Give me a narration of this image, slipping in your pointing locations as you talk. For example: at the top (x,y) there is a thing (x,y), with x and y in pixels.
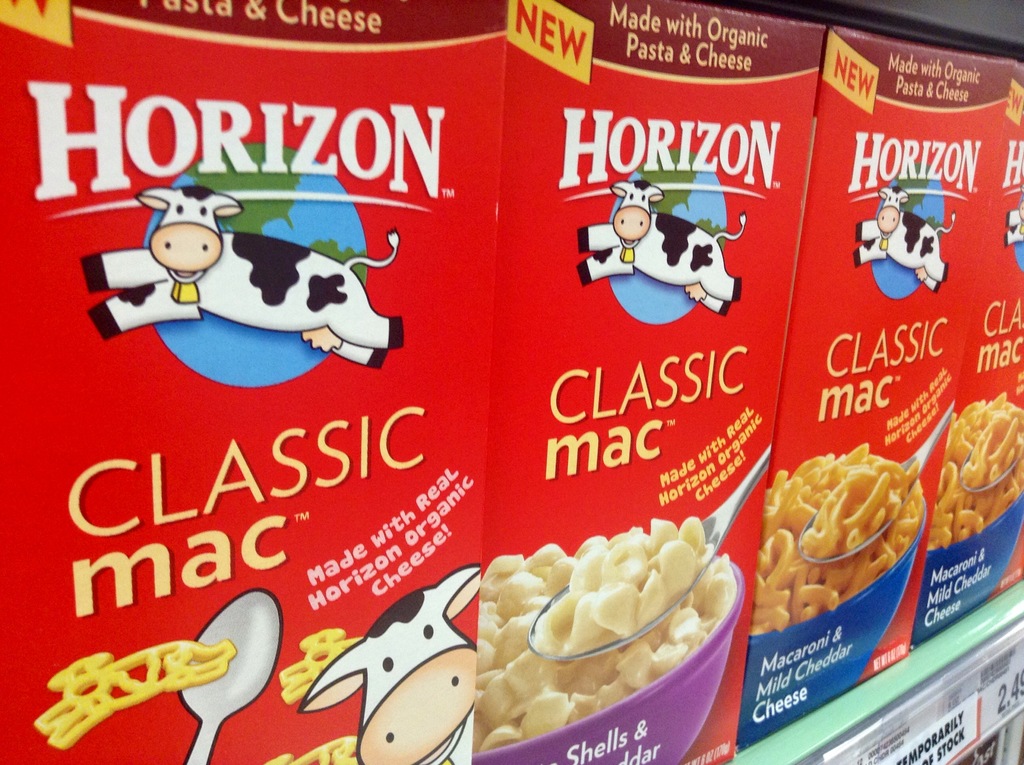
Here we can see food packets (432,457) on the racks (946,24) and on the right side (986,695) at the bottom corner (952,738) we can see price tags (872,733) on the rack (919,731).
